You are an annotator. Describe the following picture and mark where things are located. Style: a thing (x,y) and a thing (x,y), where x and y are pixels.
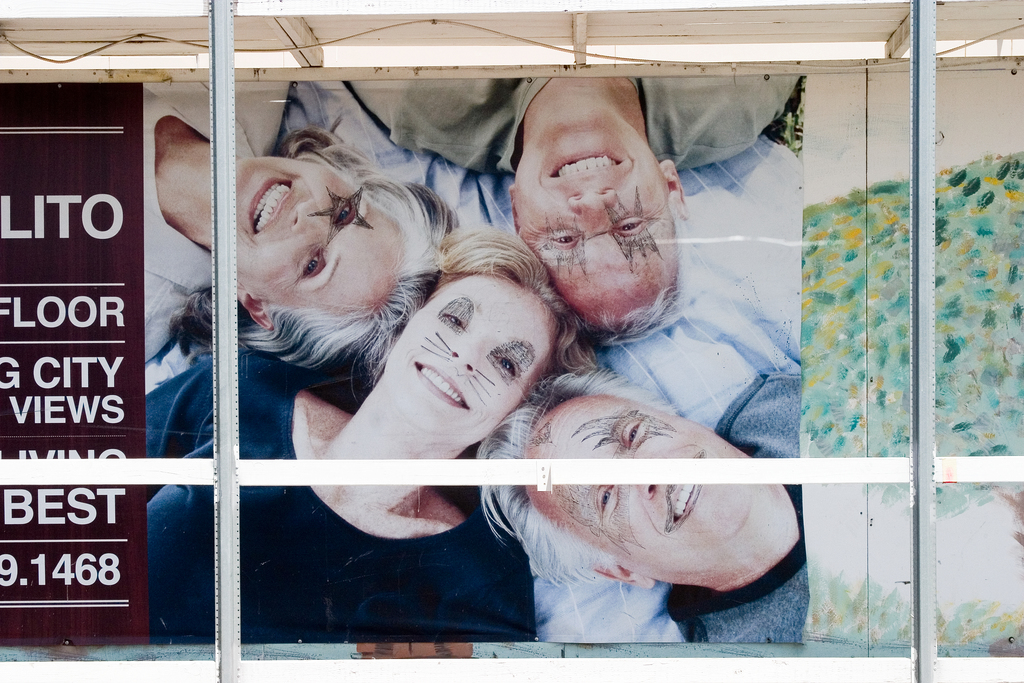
In this image we can see a group of people (193,230) are smiling, they are wearing a face painting (447,308), on the left corner (138,342) there is some matter (57,510) written on it.
